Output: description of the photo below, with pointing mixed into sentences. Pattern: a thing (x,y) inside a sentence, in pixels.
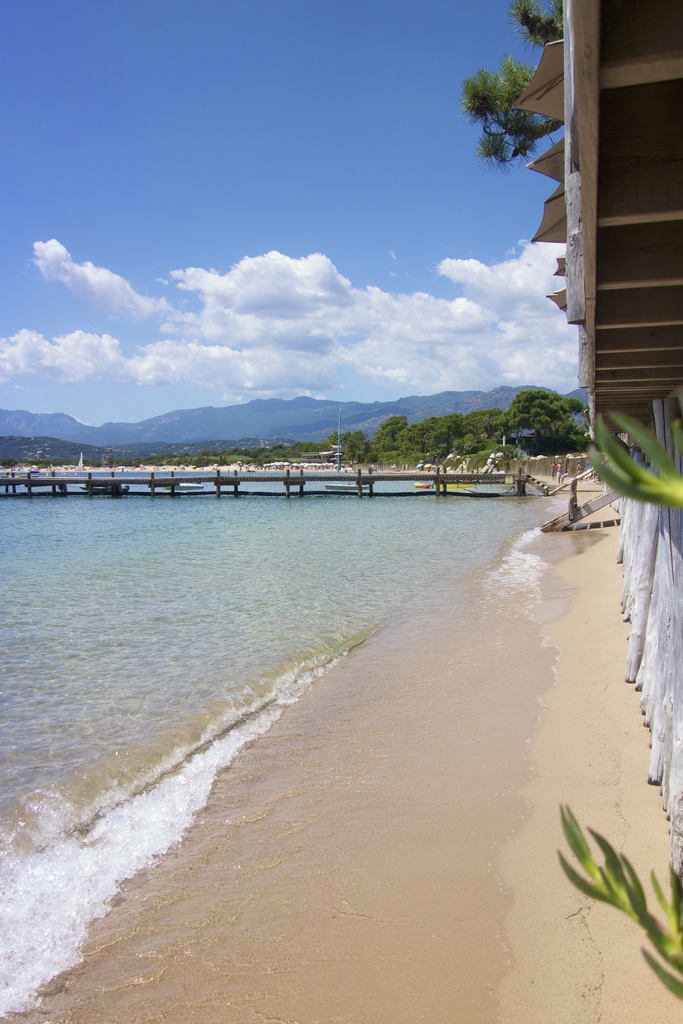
In this image I can see the sand (628,792), a building (675,843), a tree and the water (195,671). In the background (167,483) I can see the bridge (205,478), few buildings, few trees (396,451), few mountains (51,434) and the sky (256,204).
